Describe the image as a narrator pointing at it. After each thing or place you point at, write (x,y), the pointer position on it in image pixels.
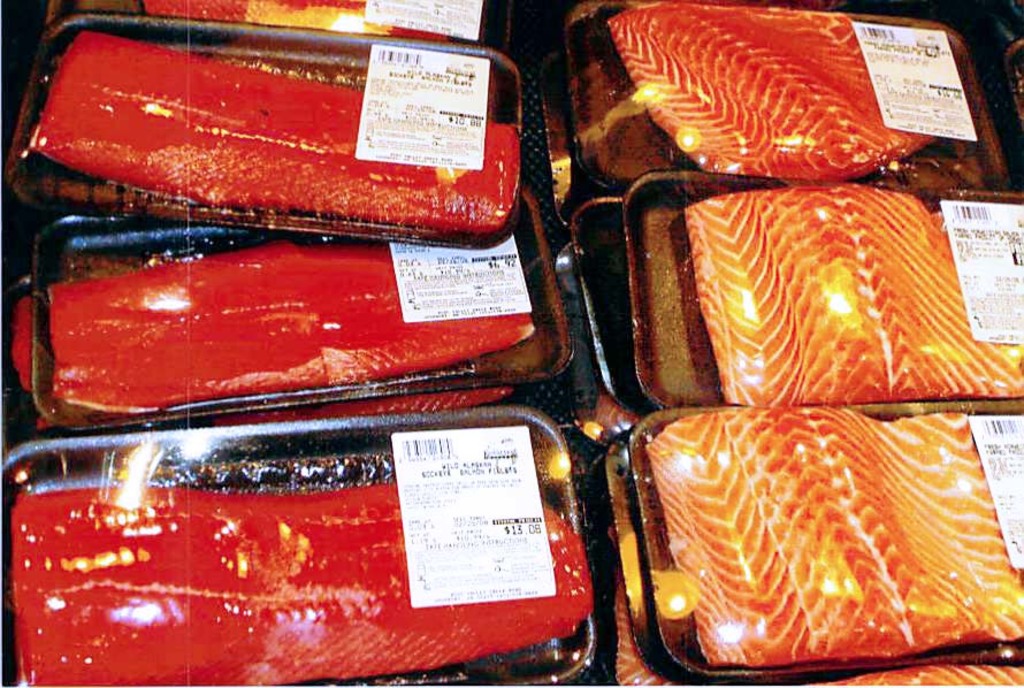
In this image there are slices of fishes (341,364) packed with a price tag (406,114) on it.
